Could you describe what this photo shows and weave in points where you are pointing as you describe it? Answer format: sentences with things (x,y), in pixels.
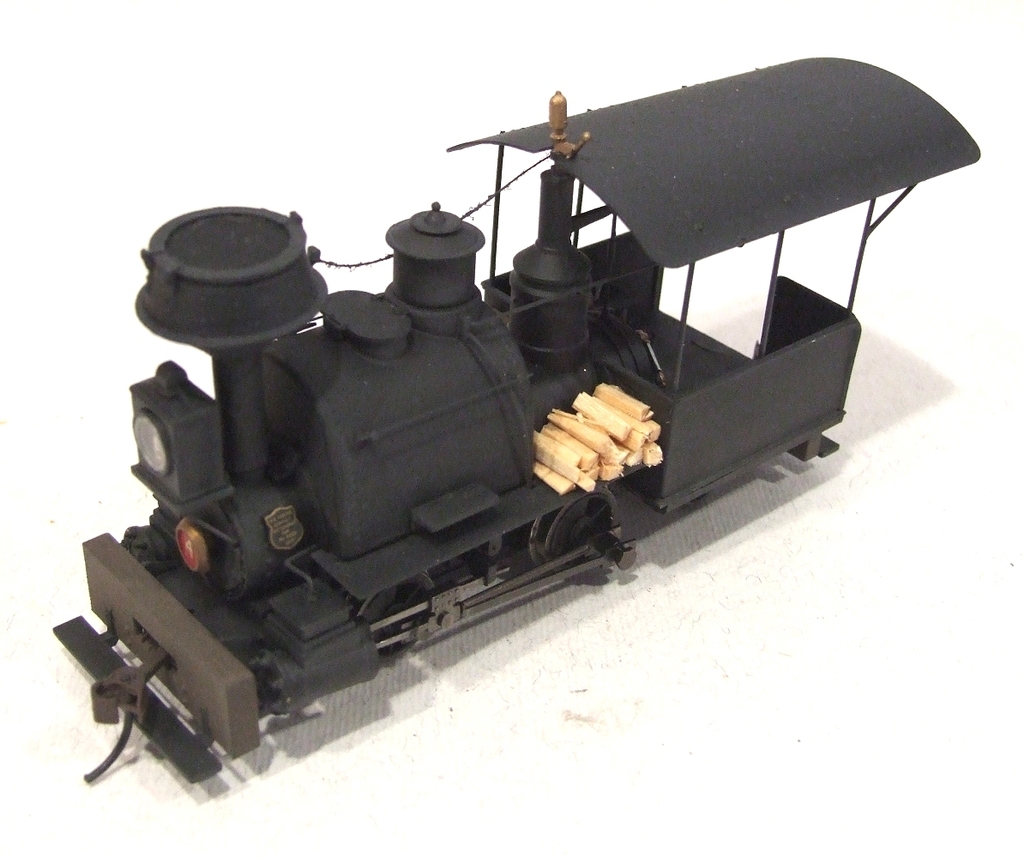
Here we can see an engine (501,456) of a toy train (501,456) on a platform (570,622) and there are wooden pieces (606,443) on a platform (539,509) at one side of the engine (526,513).
